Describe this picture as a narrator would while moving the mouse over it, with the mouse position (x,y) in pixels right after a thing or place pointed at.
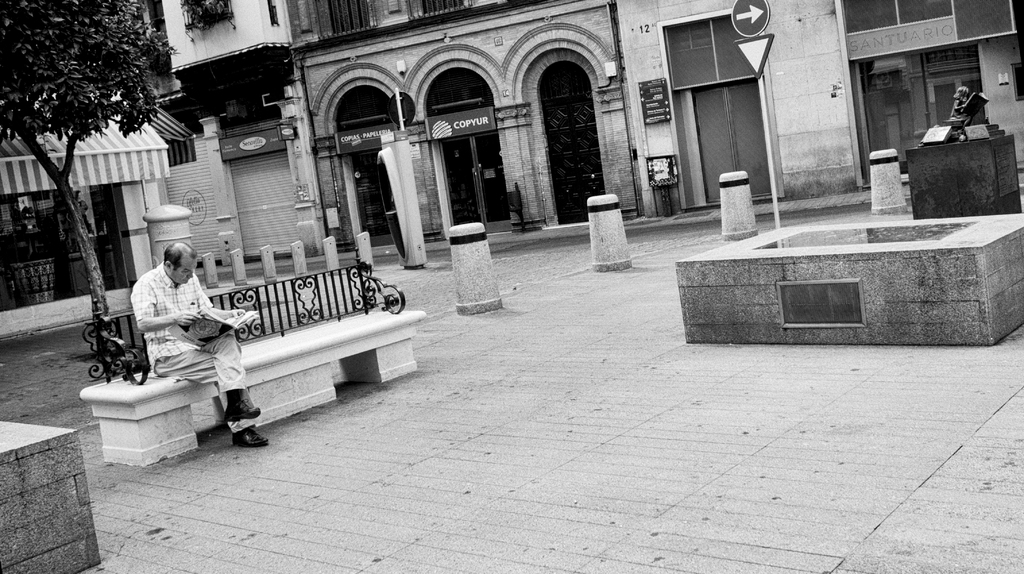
This is a black and white pic. On the left side (213,344) we can see a man (187,347) is sitting on a bench (268,298) and holding papers (239,323) in his hands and there is a tree (63,131) behind him. In the background (59,256) there are buildings (485,5), name boards (343,141), sign board poles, tent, statue (962,131) on a platform (954,158), doors (493,195) and other objects (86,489).
